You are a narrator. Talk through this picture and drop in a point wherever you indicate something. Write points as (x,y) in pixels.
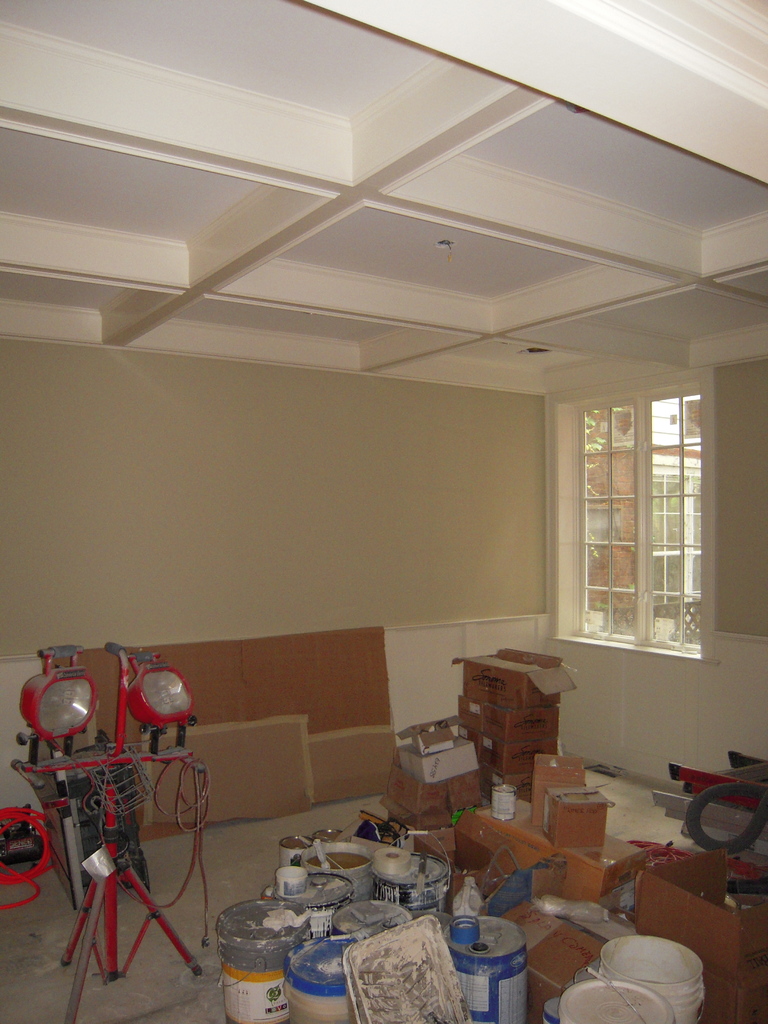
This picture is taken inside the room (427,962). In this image, on the right side (566,942), we can see some boxes (765,908). In the middle of the image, we can see some metal instrument (427,929). On the left side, we can also see an electronic instrument (206,882). In the background (269,767), we can see a painted wall (310,748). On the right side (681,552), we can also see a glass window (692,510), outside of the glass window (694,518), we can see a building (667,476). At the top (438,335), we can see a ceiling (514,203).
